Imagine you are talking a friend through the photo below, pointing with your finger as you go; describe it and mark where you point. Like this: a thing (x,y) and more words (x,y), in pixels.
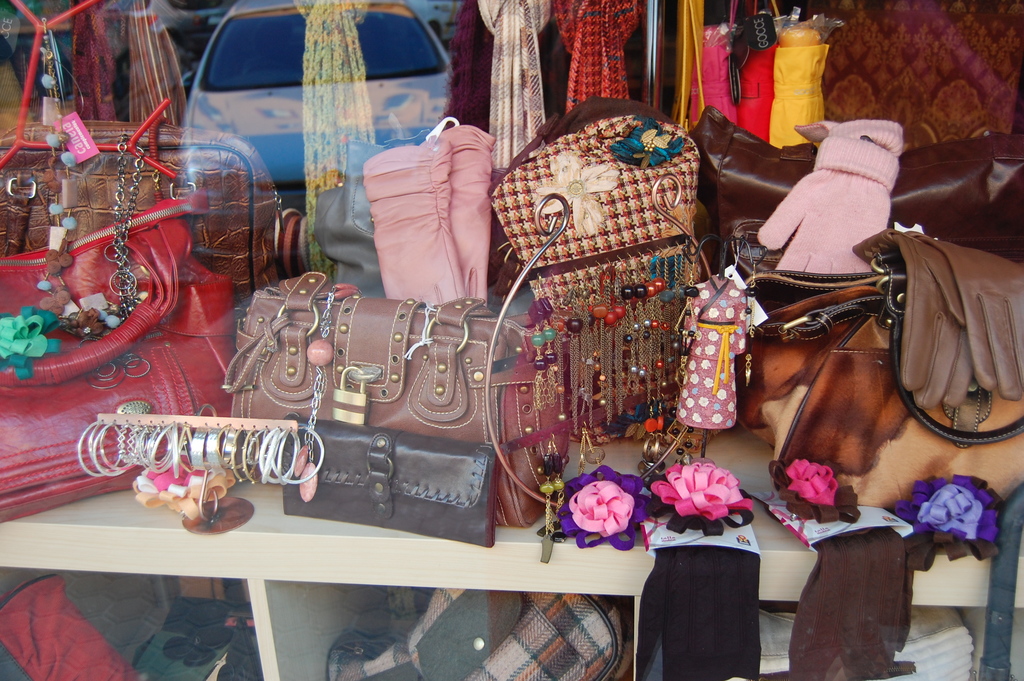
In this picture I can observe handbags (551,213), gloves (865,190), bangles (197,460) and some accessories (177,491) on the desk (266,532). In the bottom of the picture (563,640) I can observe few things (390,632) placed in the shelf (322,640).
